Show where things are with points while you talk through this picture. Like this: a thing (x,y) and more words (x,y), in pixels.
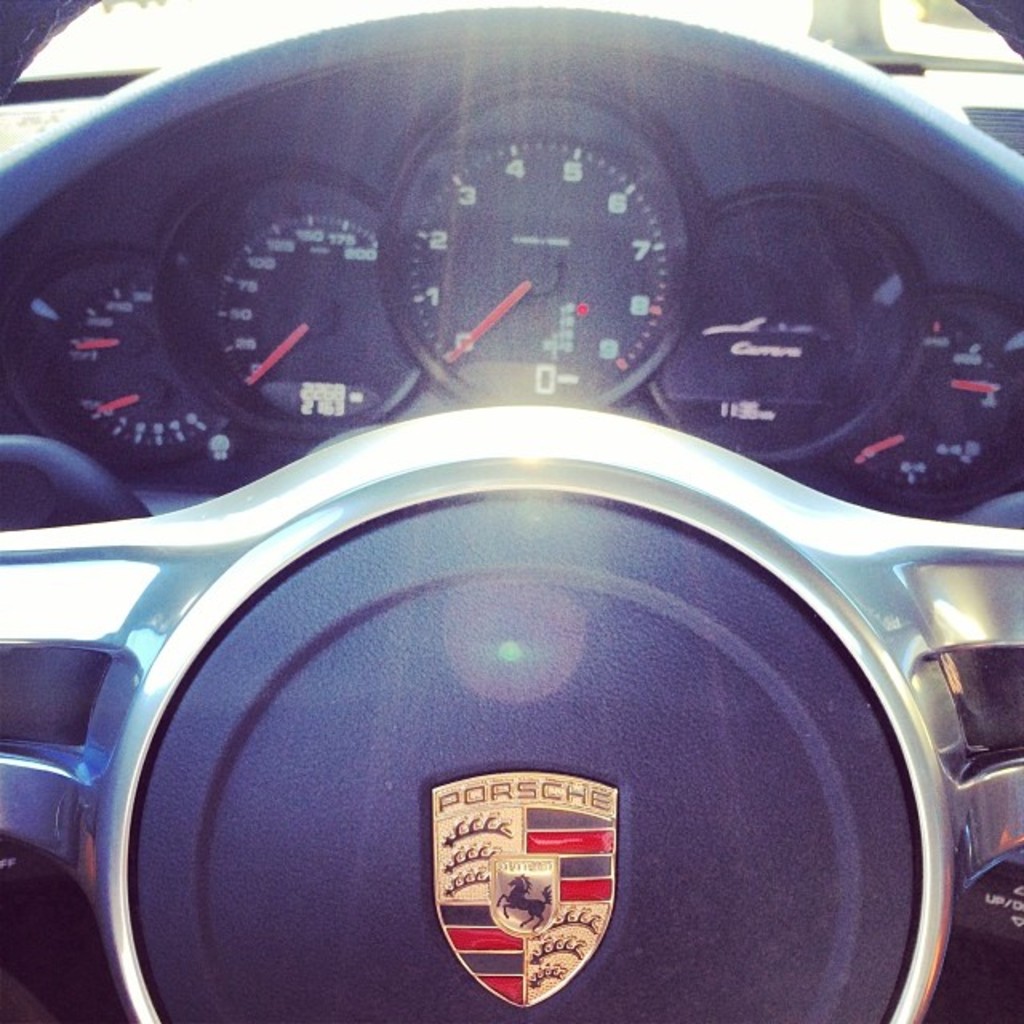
In this image we can see the speedometer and steering (375,736) of the Porsche car (444,651).
